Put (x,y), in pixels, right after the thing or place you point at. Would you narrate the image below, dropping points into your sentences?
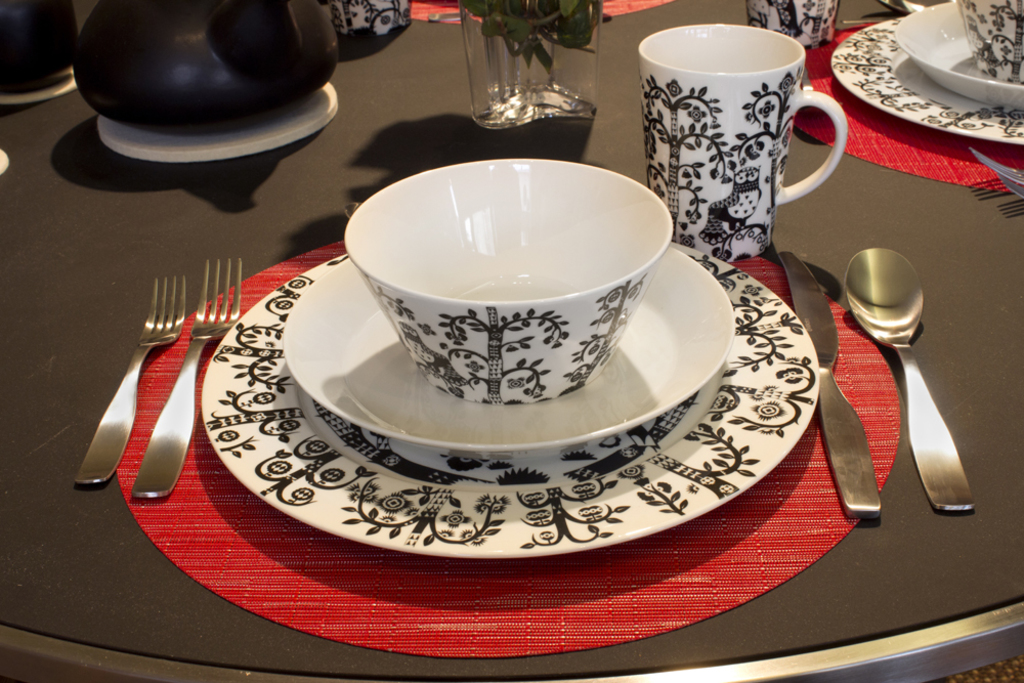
In this image there is cup (702,58), saucer (448,400), plate (469,495), table mat (376,640), 2 forks (123,400), knife (821,391), spoon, glass (592,0), small plant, teapot (246,112) arranged in an order in a table (1022,621).
